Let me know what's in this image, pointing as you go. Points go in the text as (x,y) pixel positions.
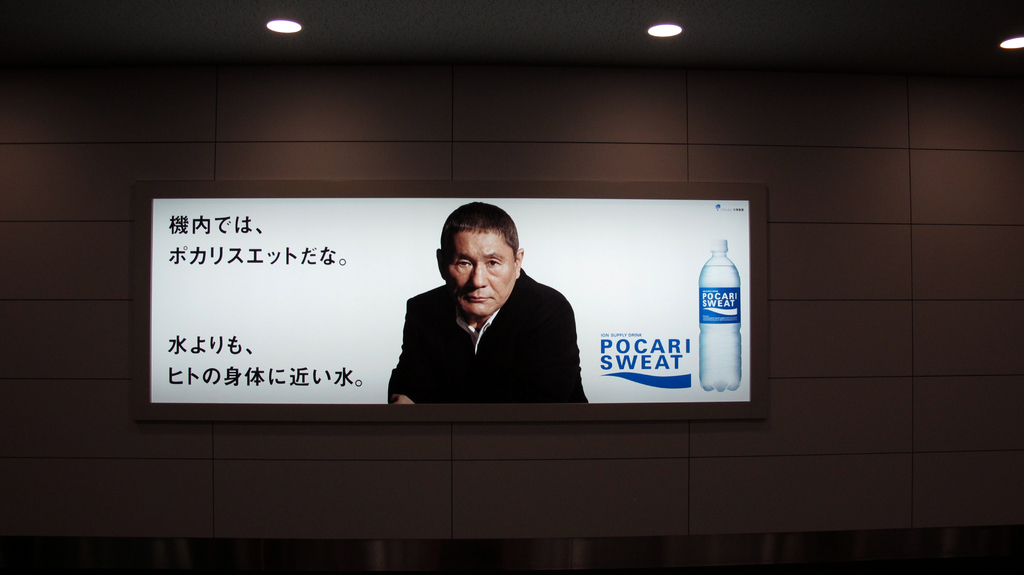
In this picture there is a screen (666,328) on the wall (953,180). On the screen (601,206) there is a picture (490,387) of a person (499,331) and there is a picture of a bottle (720,383) and there is text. At the top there are lights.
